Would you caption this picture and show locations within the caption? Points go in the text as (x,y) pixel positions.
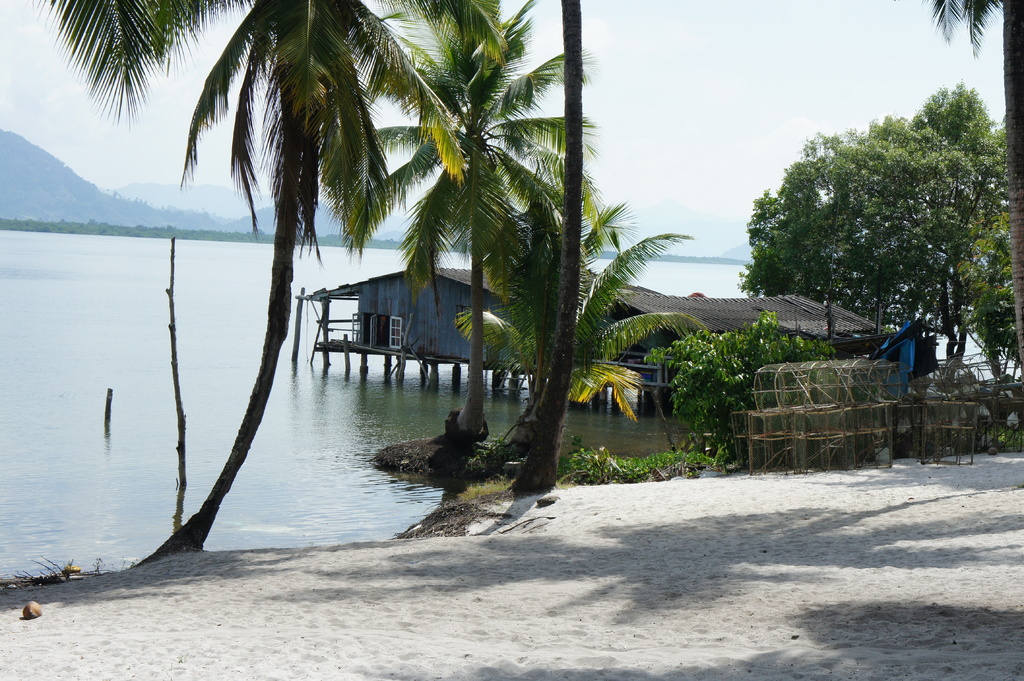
In this picture we can see wooden shed (810,327) and hut (669,370) on the water (9,347). On the right (988,405) we can see some steel boxes (920,421), beside that we can see trees (528,441) and plants (1003,328). In the background (40,189) we can see the mountains (42,200). On the left (215,245) we can see the river (26,363). In the top right (768,127) we can see sky (729,57) and clouds (734,69). At the bottom (564,669) we can see the sand (620,650) and coconut (31,606).
